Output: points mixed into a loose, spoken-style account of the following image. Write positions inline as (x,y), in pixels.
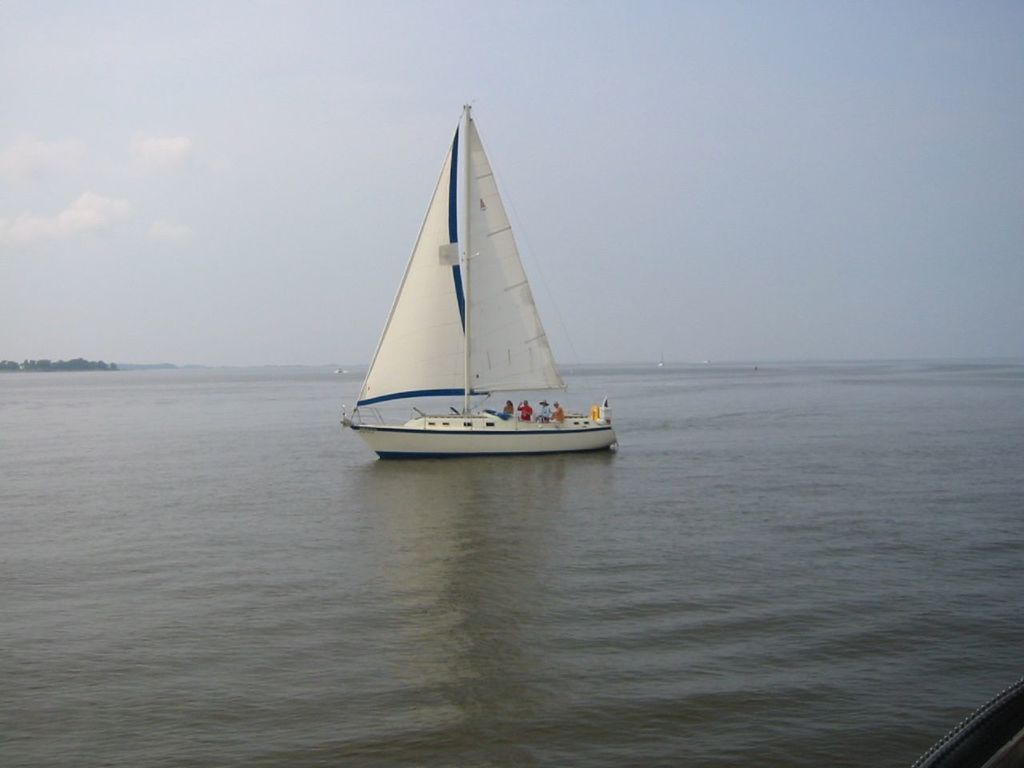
In this image I can see the boat (427,446) on the water (514,504). The boat (490,455) is in white color and I can see few people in the boat (447,425). These people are wearing the different color dresses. In the background (65,354) I can see the trees (49,363), clouds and the sky (1016,254).
